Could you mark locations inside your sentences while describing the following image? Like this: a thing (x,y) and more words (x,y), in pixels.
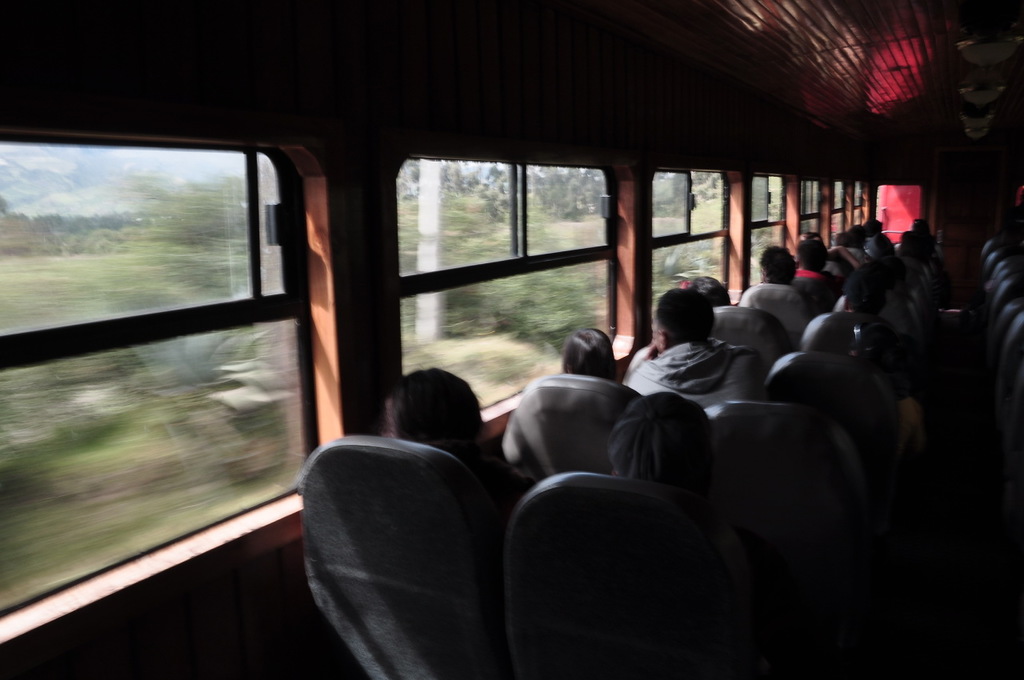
This image consists of a train (169,106) in which there are many people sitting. On the left (43,293), there are windows (423,236). At the top (715,42), there is a ceiling (853,93). In the front (612,644), we can see many seats (798,516).
